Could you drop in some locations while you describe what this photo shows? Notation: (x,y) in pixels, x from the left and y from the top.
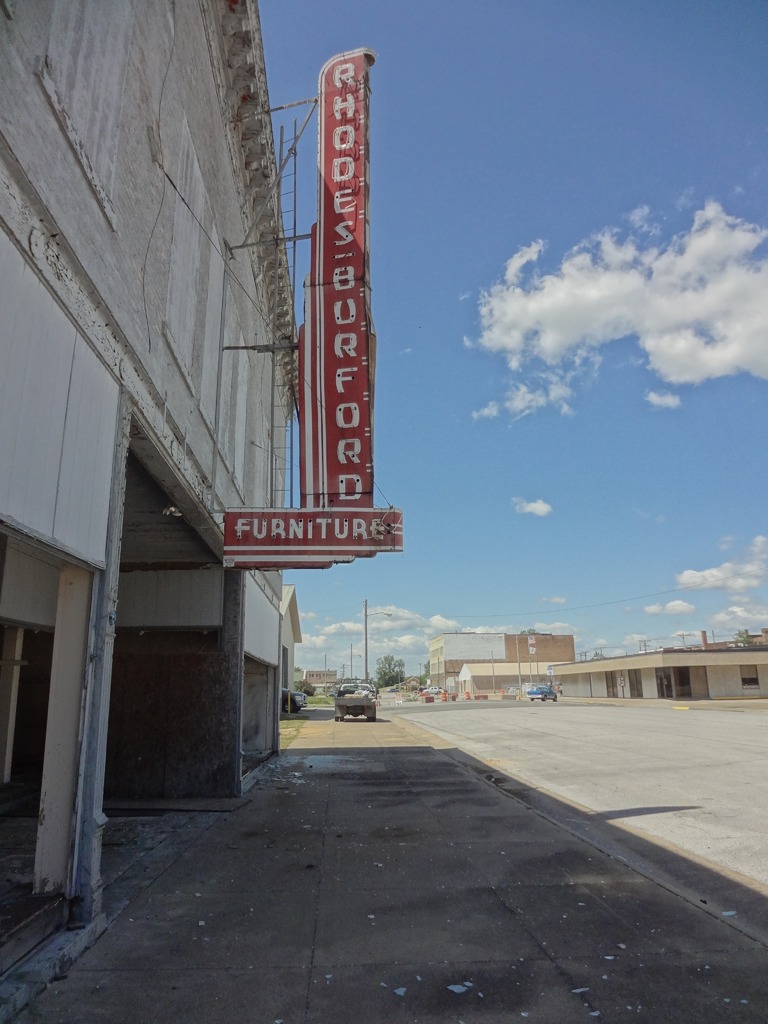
In this image I can see the vehicle (543,698) on the road (539,740). To the left (24,389) I can see the vehicles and the buildings (83,456) with boards (340,350). In the background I can see few more buildings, poles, trees (384,684), clouds (439,614) and the sky (453,496).
